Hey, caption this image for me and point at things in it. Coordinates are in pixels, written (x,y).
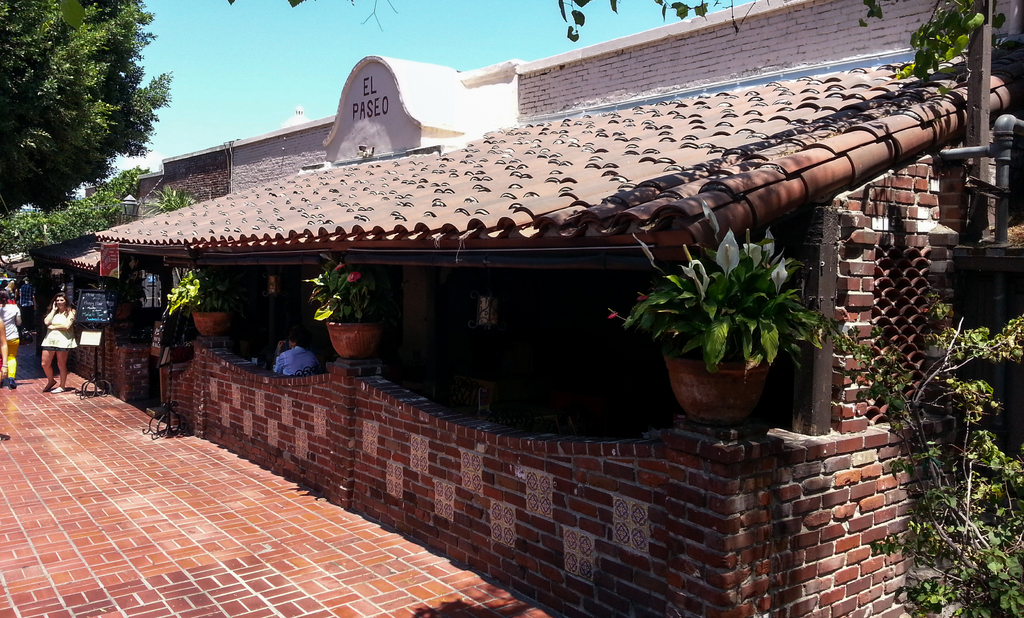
In this image I can see a person (64,354) standing wearing white color dress (75,334). I can also see few plants (794,320) in green color and sky (245,75) in blue color.
